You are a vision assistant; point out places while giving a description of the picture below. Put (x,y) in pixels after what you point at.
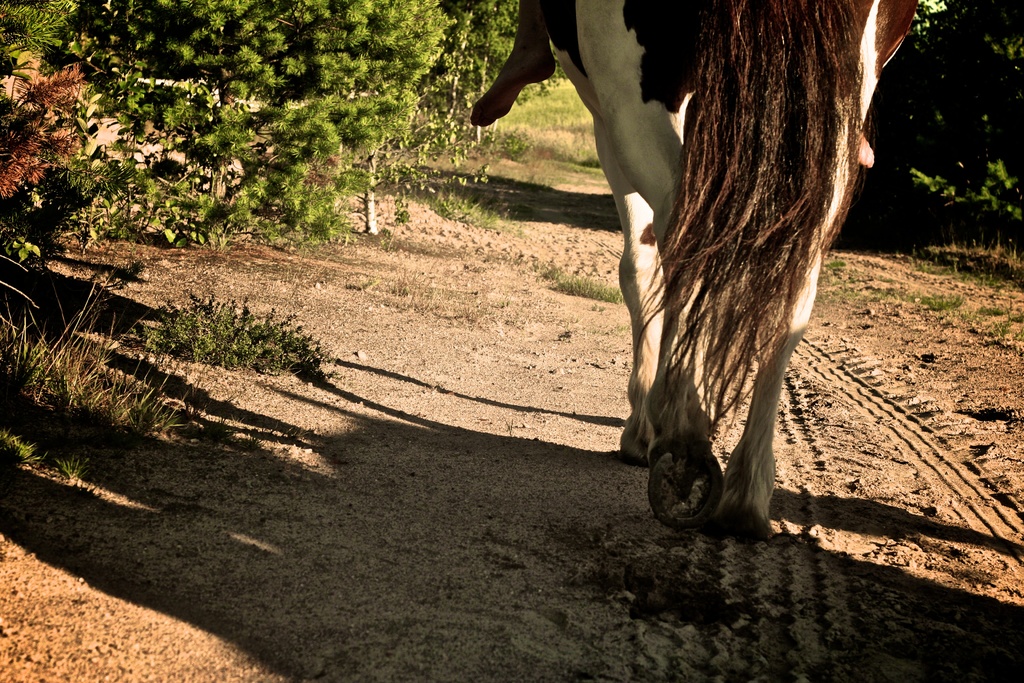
In this image I see a horse (598,28) and I see a person's leg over here and I see the soil (492,261) and I see the grass (510,174) and the plants (330,183).
